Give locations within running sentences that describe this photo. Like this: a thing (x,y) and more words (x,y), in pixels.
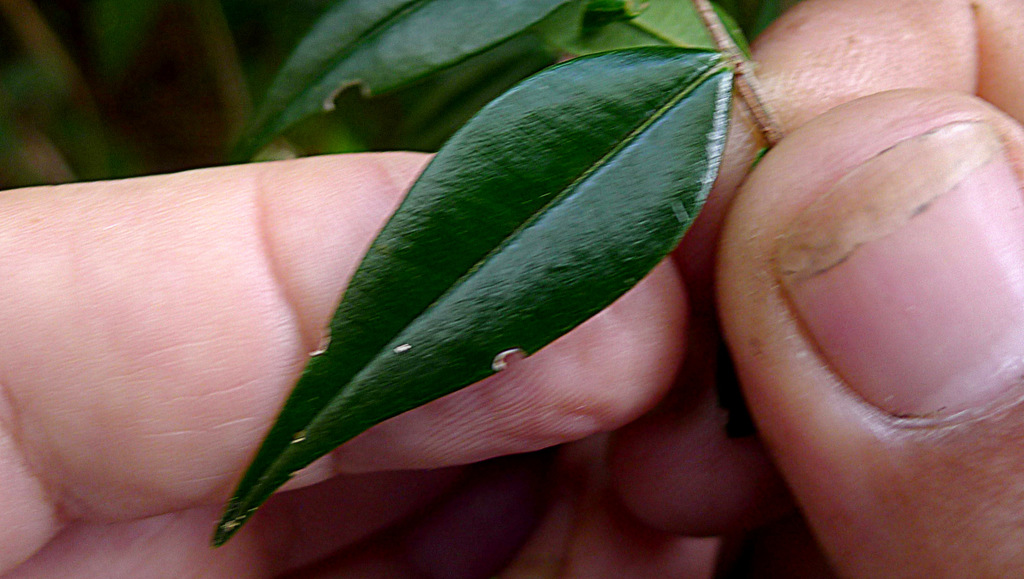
In this image we can see a person (764,483) is holding curry leaves (639,141) in the hand (248,237).
